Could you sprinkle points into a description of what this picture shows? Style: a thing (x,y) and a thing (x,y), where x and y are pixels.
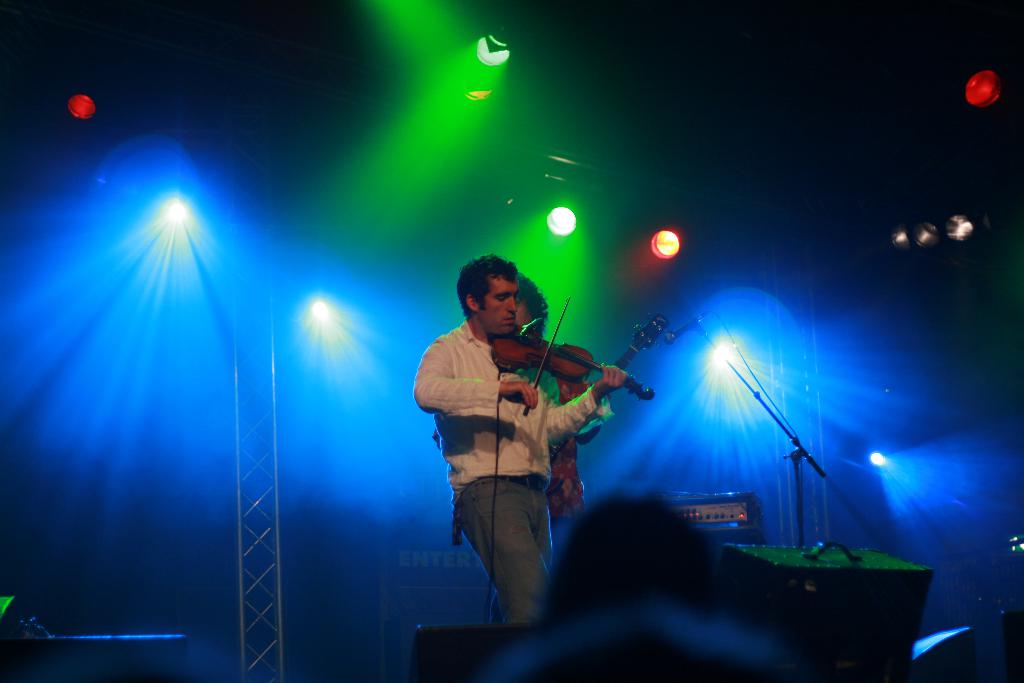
In the foreground (556,393) I can see two persons (506,266) are playing musical instruments (519,403) on the stage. In the background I can see focus lights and metal rods (279,575). This image is taken on the stage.
